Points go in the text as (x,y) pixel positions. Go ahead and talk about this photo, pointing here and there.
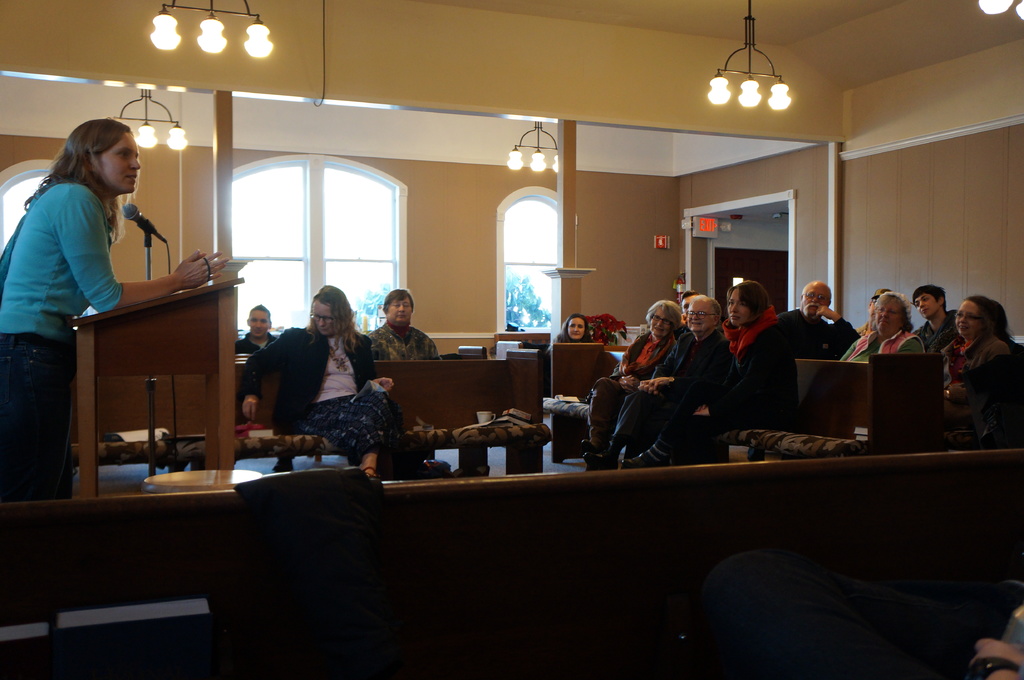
In this picture there is the woman (107,123) standing and speaking in microphone (149,237) and some people (738,286) sitting here and staring at her. In the background (383,231) there are windows (521,213) and is a door (744,263) to the right (756,250).
